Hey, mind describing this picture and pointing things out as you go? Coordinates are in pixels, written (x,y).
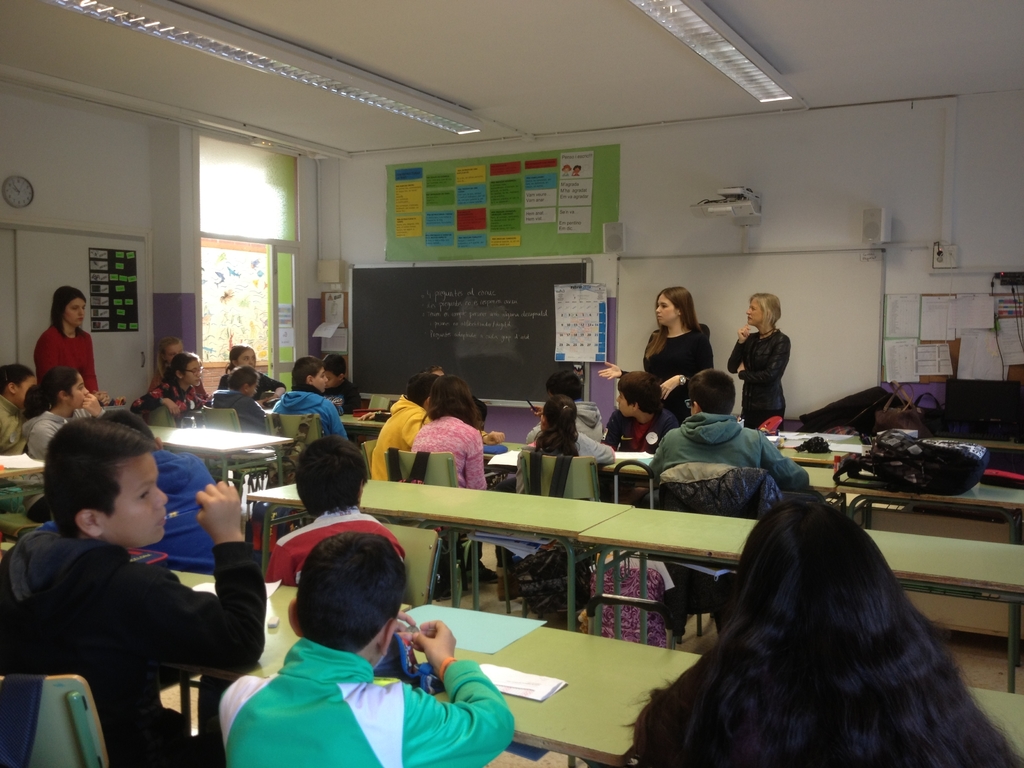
In this image we can see people (737,660) sitting on the benches (741,528). Some of them are standing. There is a board (417,316) and we can see text (451,302) written on the board (510,291). There are some papers (291,346) pasted on the walls (165,240). On the left (275,372) there is a door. At the top (241,41) there are lights (688,14) and we can see bags (913,465).
